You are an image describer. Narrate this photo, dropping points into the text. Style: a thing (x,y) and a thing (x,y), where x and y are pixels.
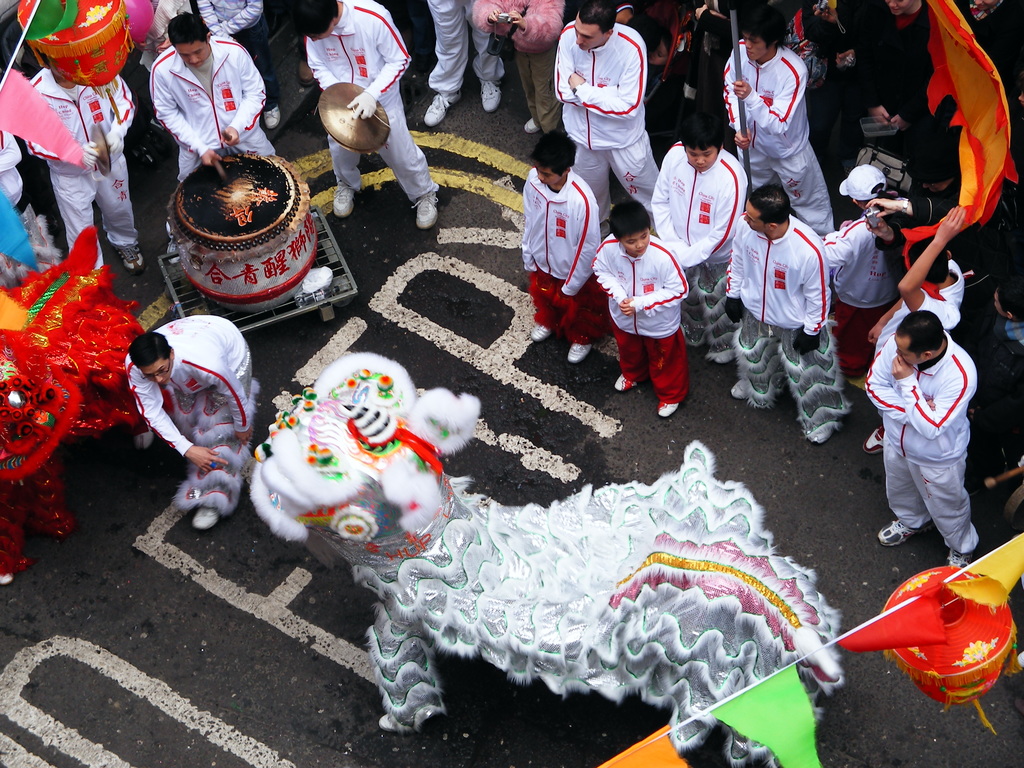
In this image we can see few people (761,128) are standing on the road (258,376).
